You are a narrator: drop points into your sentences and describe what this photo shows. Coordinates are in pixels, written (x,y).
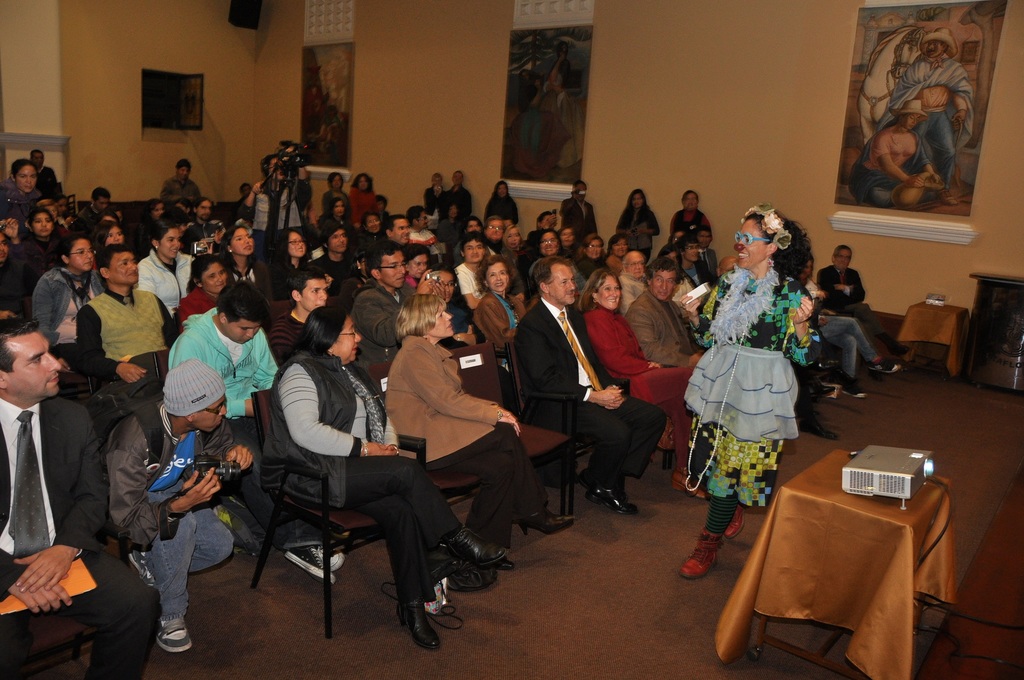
There is a room (265,199). There is a group of people (266,339). They are sitting on a chairs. Some persons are standing. There is a table (873,516). On the left side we have a person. He is sitting like squat position. He is wearing a cap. He is holding a camera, We can see in background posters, wall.
